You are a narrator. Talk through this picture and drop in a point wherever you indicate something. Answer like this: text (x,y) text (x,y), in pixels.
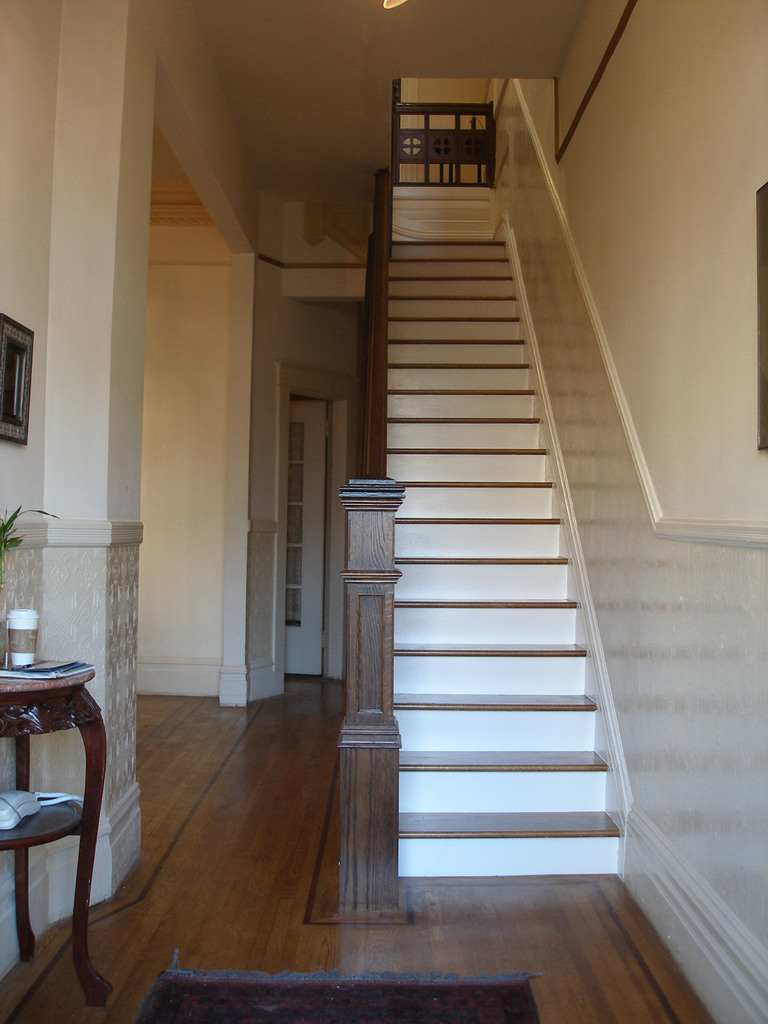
In this image we can see staircase (499,365), railing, doormat (208,979), side table (95,813), wall hanging (3,320), pillars (86,412) and doors (314,442).
